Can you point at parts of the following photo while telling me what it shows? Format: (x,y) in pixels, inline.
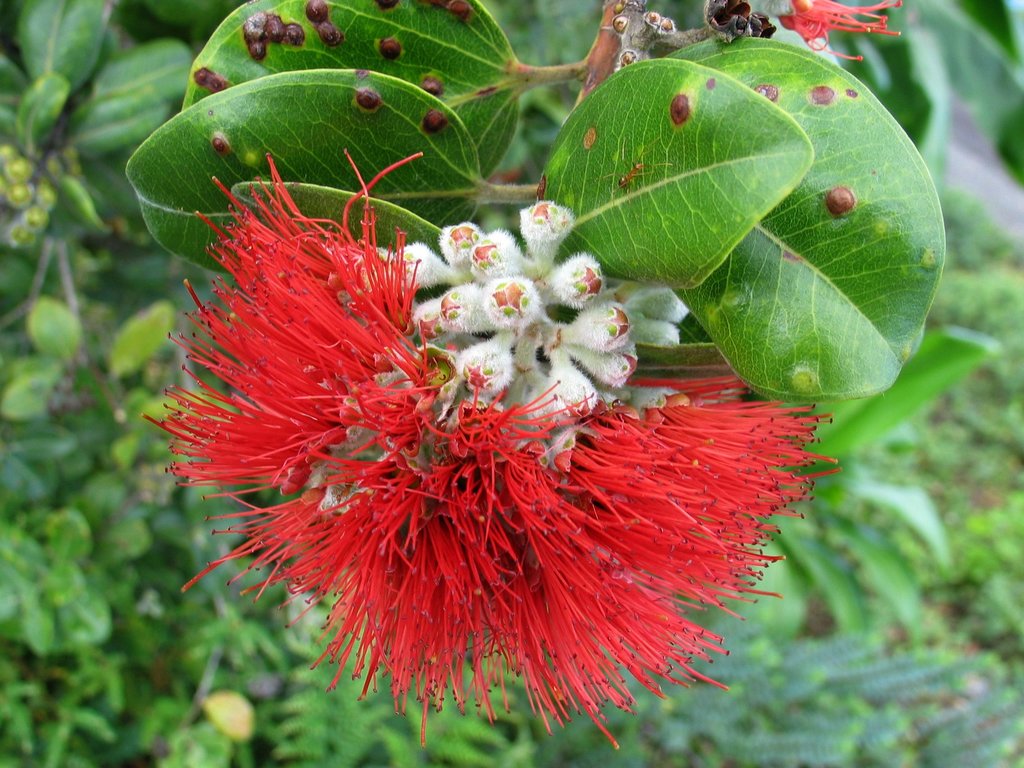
In this picture we can observe a red color flower (419,486). There are white color flower buds (493,343). We can observe a plant (465,122). In the background (105,361) there are some plants (300,759).
